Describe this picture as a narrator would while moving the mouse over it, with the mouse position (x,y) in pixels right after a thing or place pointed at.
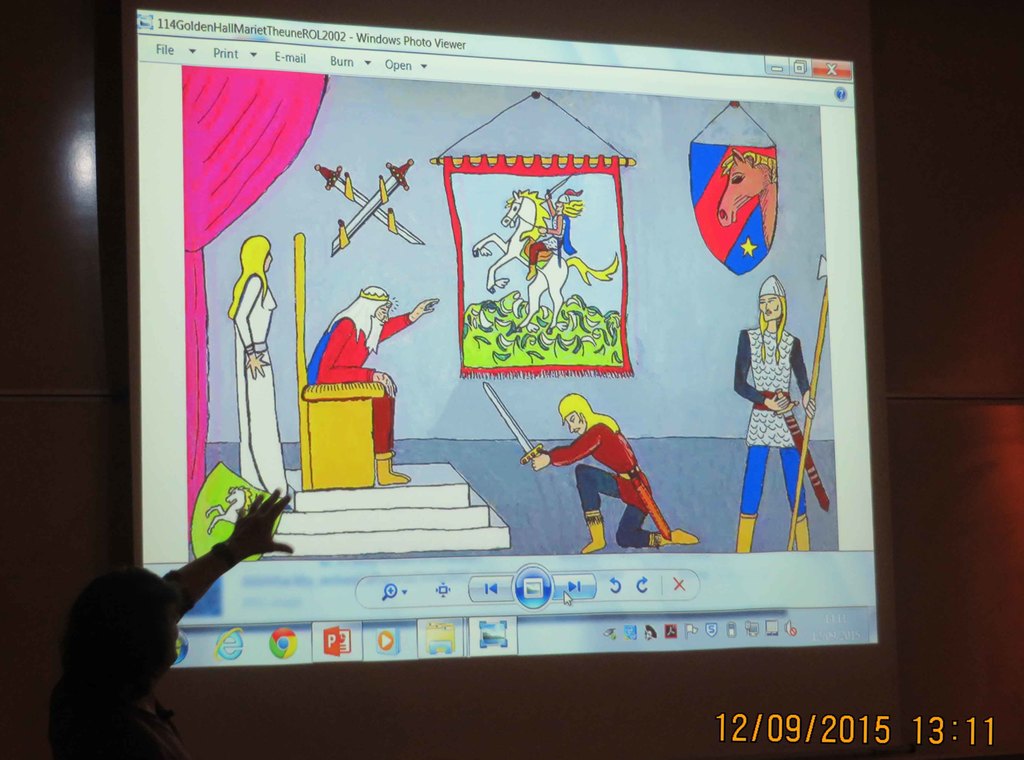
In this image, we can see a screen (806,339) contains depiction of a screen (614,358), swords (394,171) and wall art (512,212). There is a person (139,644) in the bottom left of the image (138,679). There is a date (881,725) and time (924,738) in the bottom right of the image (924,738).
